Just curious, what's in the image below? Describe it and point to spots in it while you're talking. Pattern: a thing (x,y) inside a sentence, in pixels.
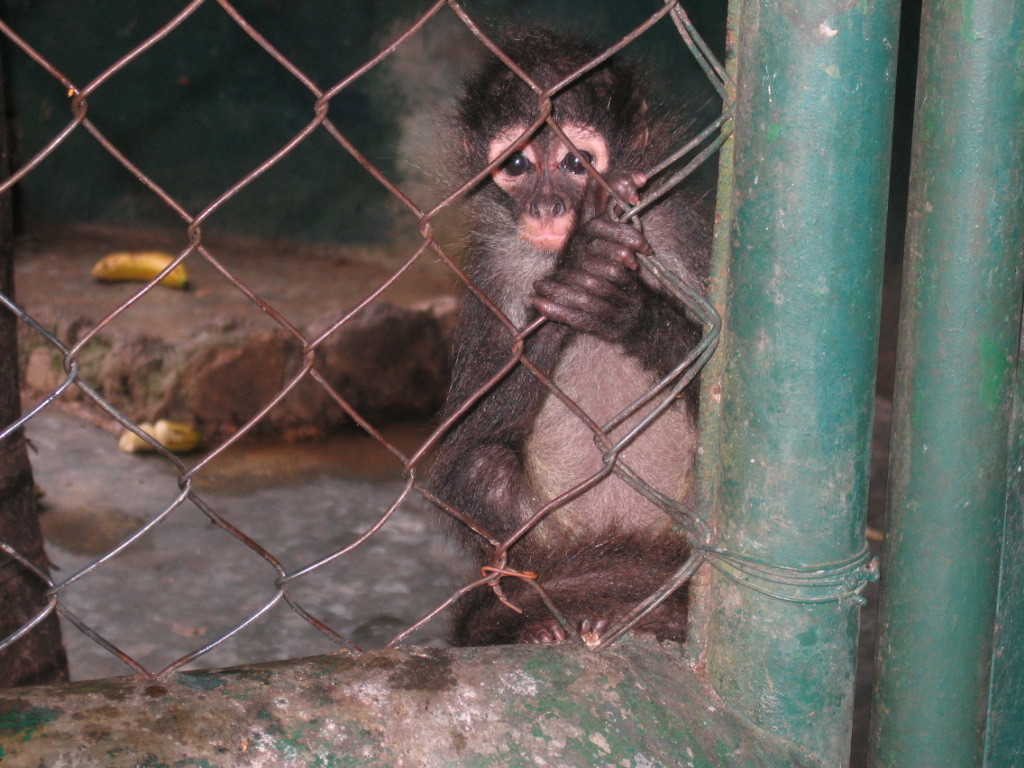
In this image we can see an animal (557,344) looks like a monkey (571,249) holding a fence (776,576) attached to the wall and the iron pole (753,599) and in the background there are two bananas (129,263) on the floor (293,464).
